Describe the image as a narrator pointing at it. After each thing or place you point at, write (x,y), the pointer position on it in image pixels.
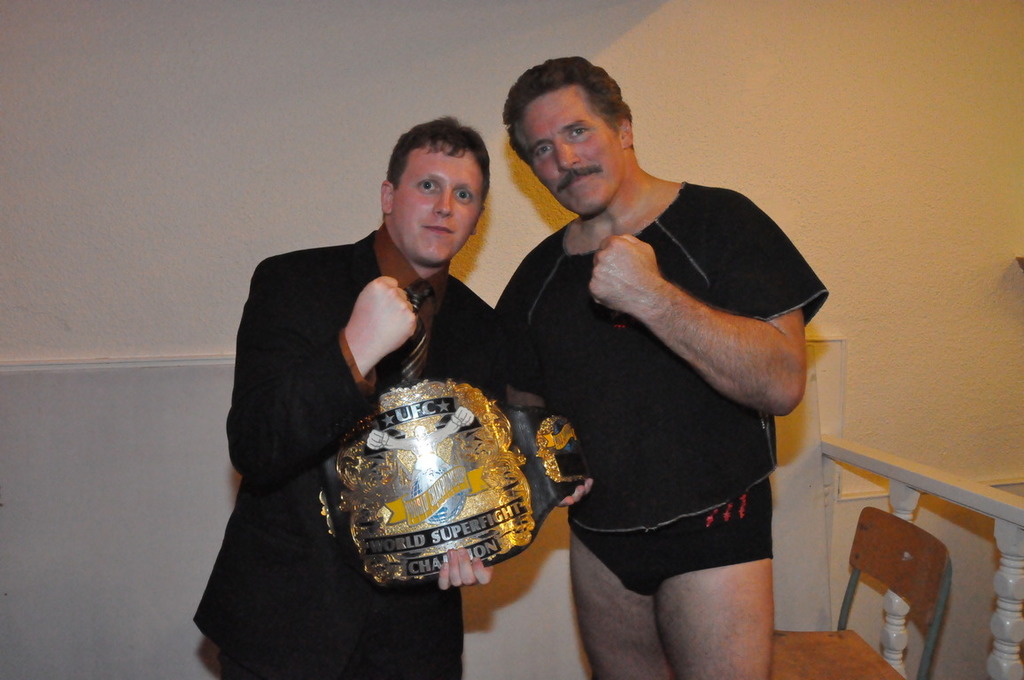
This is the picture of two people (437,197), among them a person (355,326) is wearing the suit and holding the memento (497,502) and to the side there is a chair (888,582) and a fencing (886,621).
